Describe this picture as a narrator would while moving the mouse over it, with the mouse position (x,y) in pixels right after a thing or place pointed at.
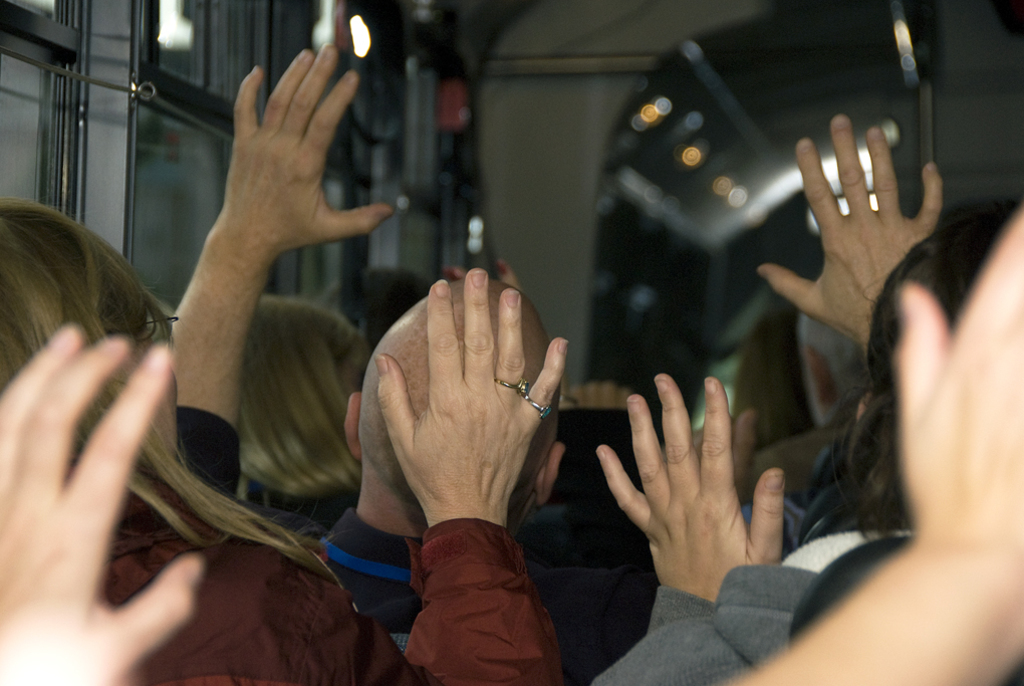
There are group of people (932,509) standing. The background (306,20) looks blurry.
